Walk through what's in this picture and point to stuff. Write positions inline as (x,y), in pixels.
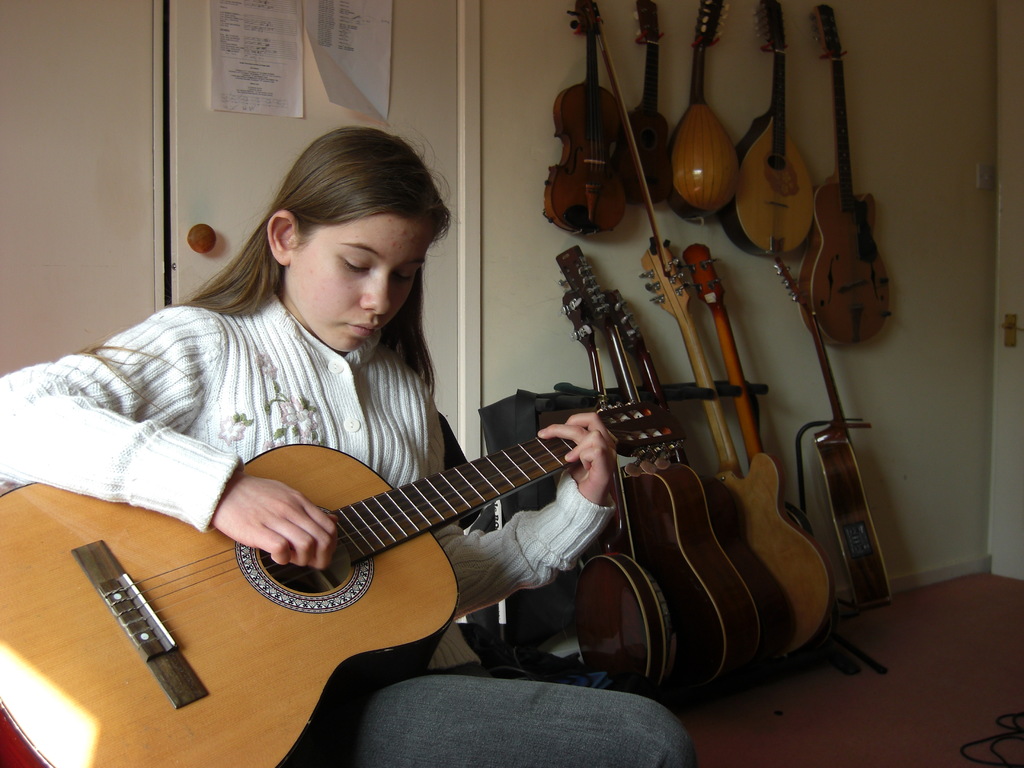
In this image a girl (272,386) is sitting and playing a guitar (392,533) holding in her hand (327,552). At the right side (723,534) there are musical instruments (762,547) on the floor (1012,747) and also on the wall (741,71) hanging. In the background (238,149) on the door (249,151) there are two papers (293,60) attached. At the right side (1020,729) on the floor (991,742) there are some wires (996,749).
